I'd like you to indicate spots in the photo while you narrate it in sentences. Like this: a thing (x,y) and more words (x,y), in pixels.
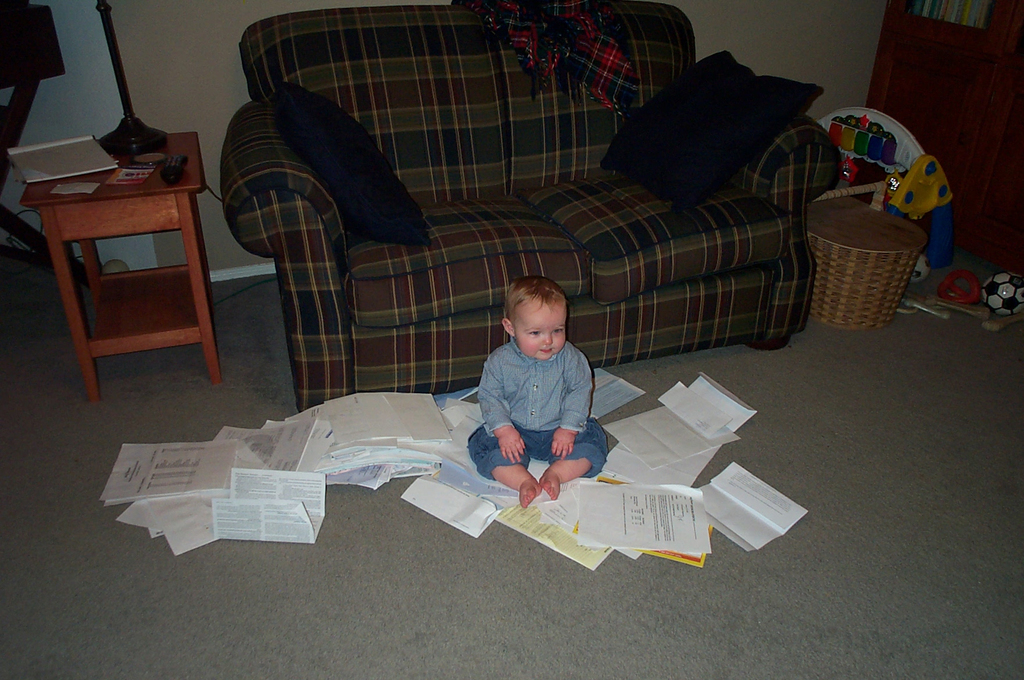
in this image i can see a person (554,382) sitting on the floor (988,273). there are many papers (465,483) around him. behind him there is a sofa (484,206) which has two black colored cushions (644,149). at the right (844,232) there is a basket (860,256) and a ball (996,288). at the left (126,197) there is a stool (132,198) and remote (170,179).
